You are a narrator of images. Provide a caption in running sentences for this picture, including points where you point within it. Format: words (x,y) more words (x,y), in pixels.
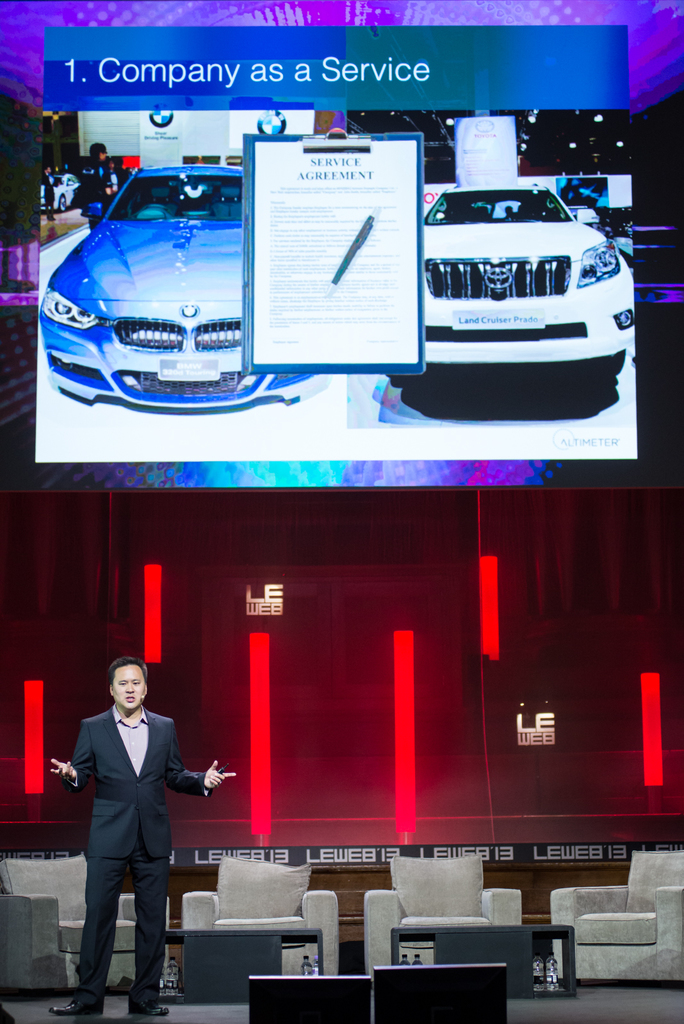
In this image I can see a person (138,789) wearing black blazer (120,798), black pant (108,913) and black shoe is standing on the stage (34,1007) and I can see few couches (132,938) behind him. In the background (353,239) I can see a screen (393,214).
